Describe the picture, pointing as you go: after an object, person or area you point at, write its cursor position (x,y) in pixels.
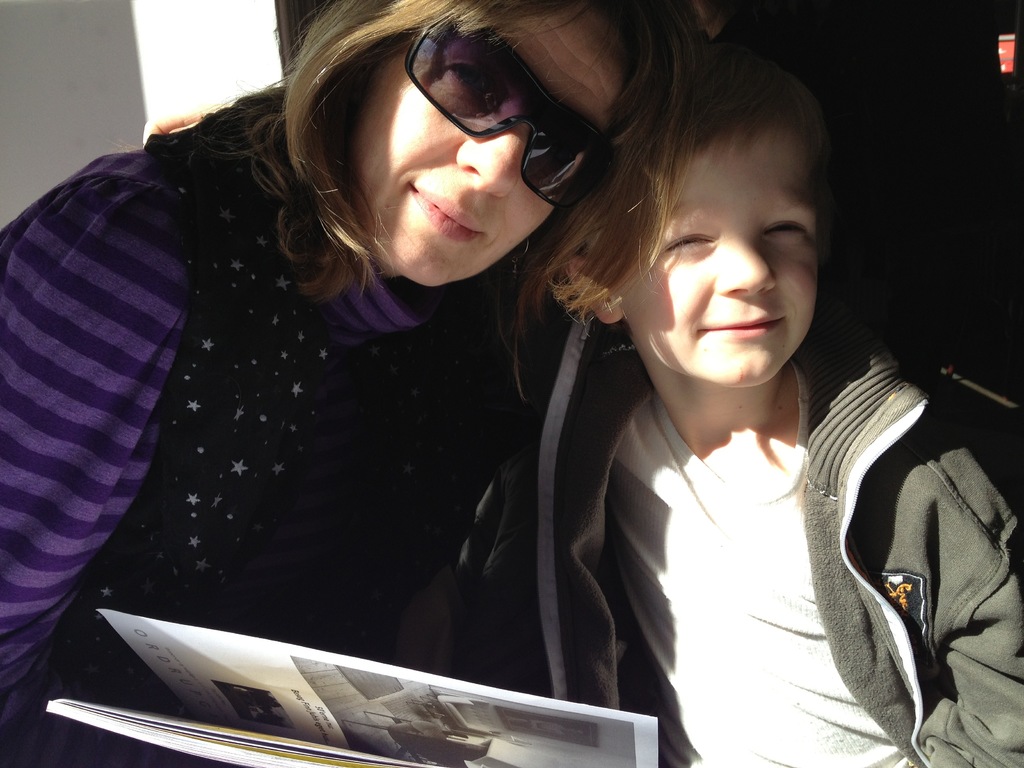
In this image we can see a person (325,350) who is wearing the spectacles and beside there is a kid (863,518) who is wearing the jacket (878,594) and also we can see a book (127,721) in front of them.
